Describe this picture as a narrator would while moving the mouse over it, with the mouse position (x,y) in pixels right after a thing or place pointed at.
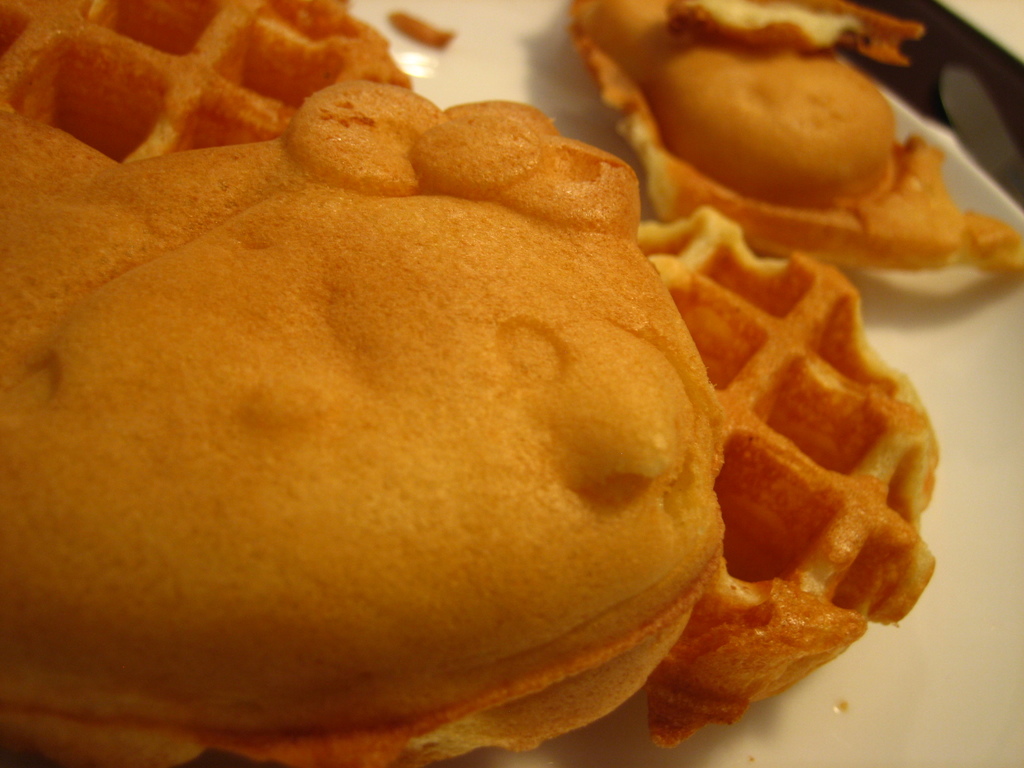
The picture consists of a plate (455,48). In the plate (899,111) there is some food item (544,317).
